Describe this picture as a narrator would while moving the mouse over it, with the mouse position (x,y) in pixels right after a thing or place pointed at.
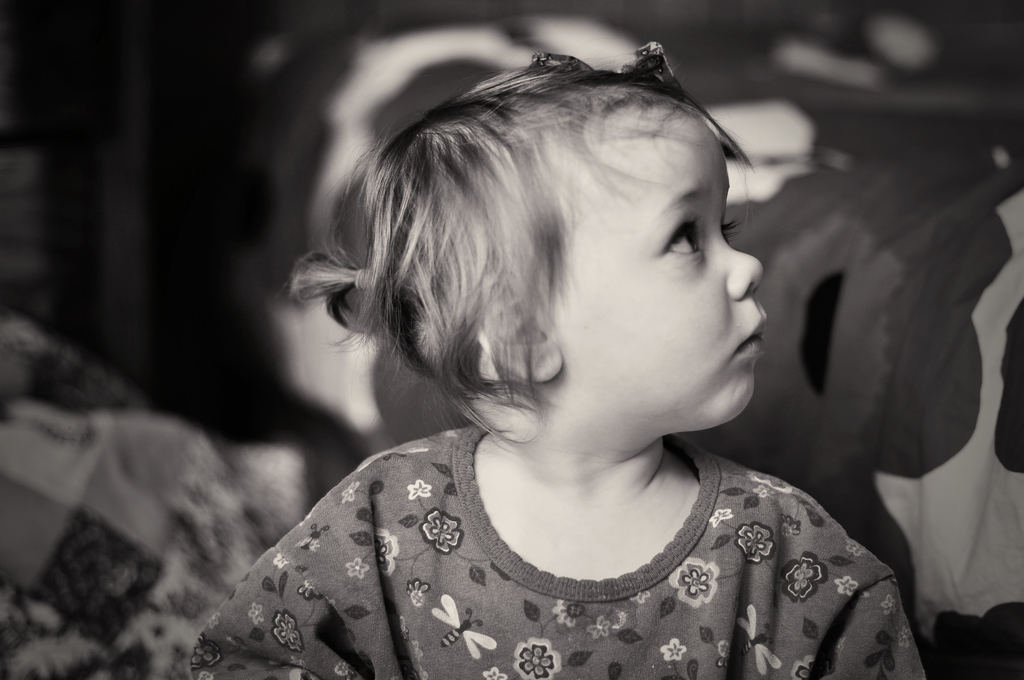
This is a black and white image. In this image, we can see a small girl (607,539). On the right side of the image (946,438), there is a bed sheet (959,448). In the background (804,6), there is a blur view.
